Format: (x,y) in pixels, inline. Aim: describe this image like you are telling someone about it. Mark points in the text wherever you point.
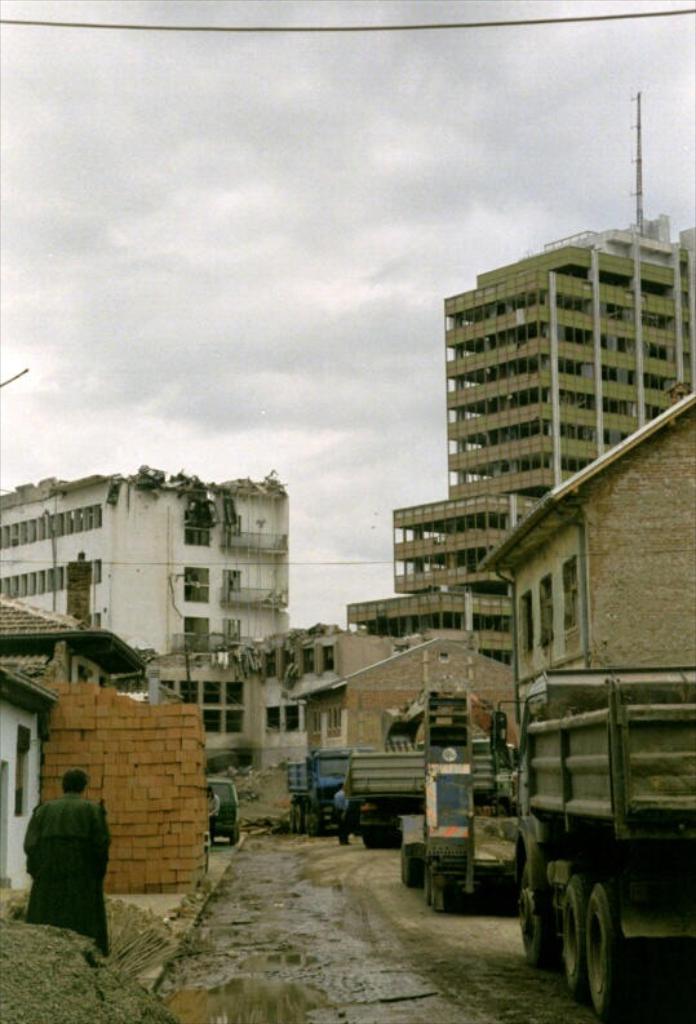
In this picture I can see the vehicles (398,814) on the surface (362,899). I can see the buildings (400,646). I can see bricks (193,817) on the left side (181,827). I can see a few people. I can see clouds (373,203) in the sky (315,156).
